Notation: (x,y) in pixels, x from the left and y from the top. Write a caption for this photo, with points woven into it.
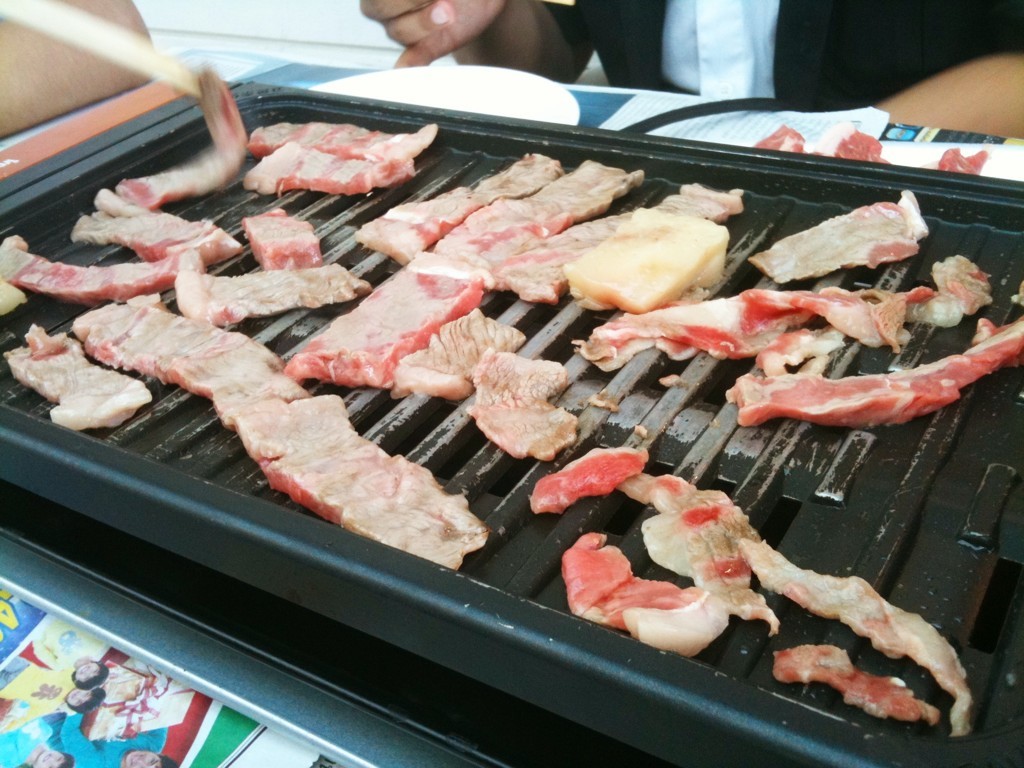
In this image, we can see a barbecue (577,519). There are few eatable things (877,324) are placed on it. Top of the image (1001,81), we can see a human hands (945,108), plate (449,85), wire (666,118), some papers (685,124).
